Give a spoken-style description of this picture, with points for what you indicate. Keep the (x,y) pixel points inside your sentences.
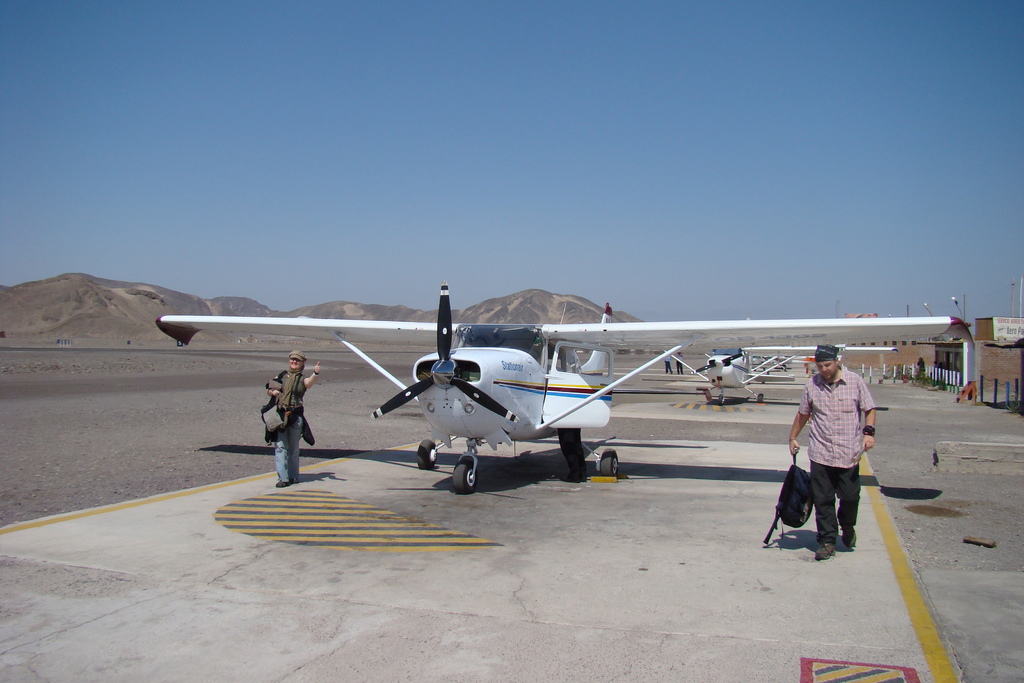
In this picture there is an airplane (461,363) which is in white color on the runway (497,559). There are two members (284,377) on either sides of this airplane (502,398). In the background (715,377) there is another airplane (750,373). We can observe hills (212,302) here. There is a sky (600,143).
